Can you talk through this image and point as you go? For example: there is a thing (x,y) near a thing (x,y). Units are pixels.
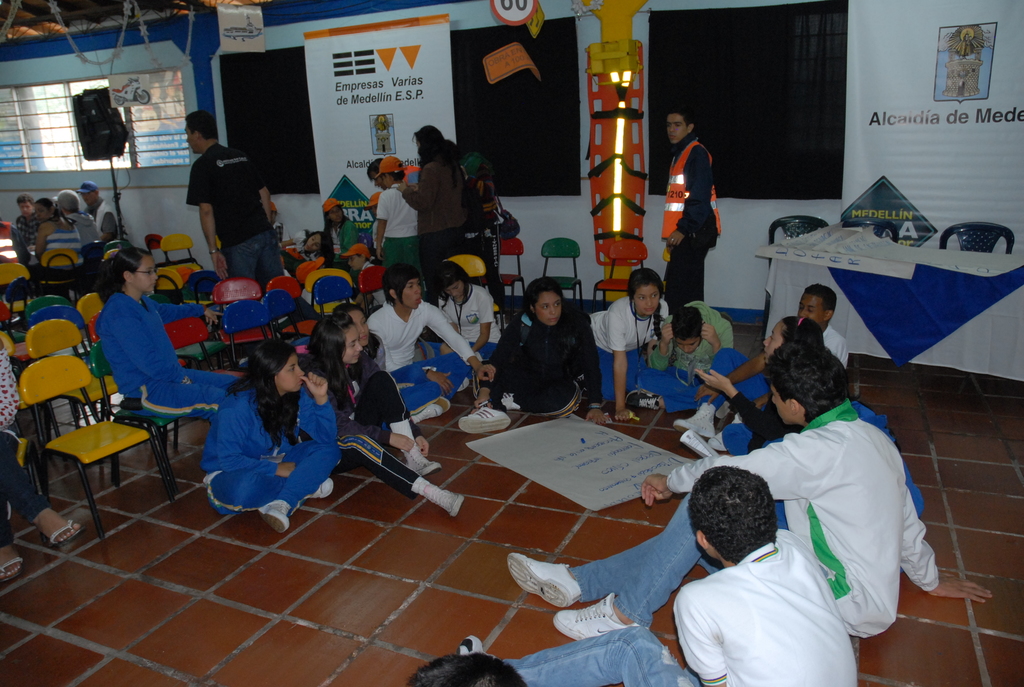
This image is clicked in a room (617,514). There are so many persons (684,559) in this image. There are chairs (293,300) on the left side (50,403). There are people (631,629) sitting on the right side (792,603). There is a chart (585,497) in the bottom (589,482). There are windows (61,131) on the left side (51,140).
